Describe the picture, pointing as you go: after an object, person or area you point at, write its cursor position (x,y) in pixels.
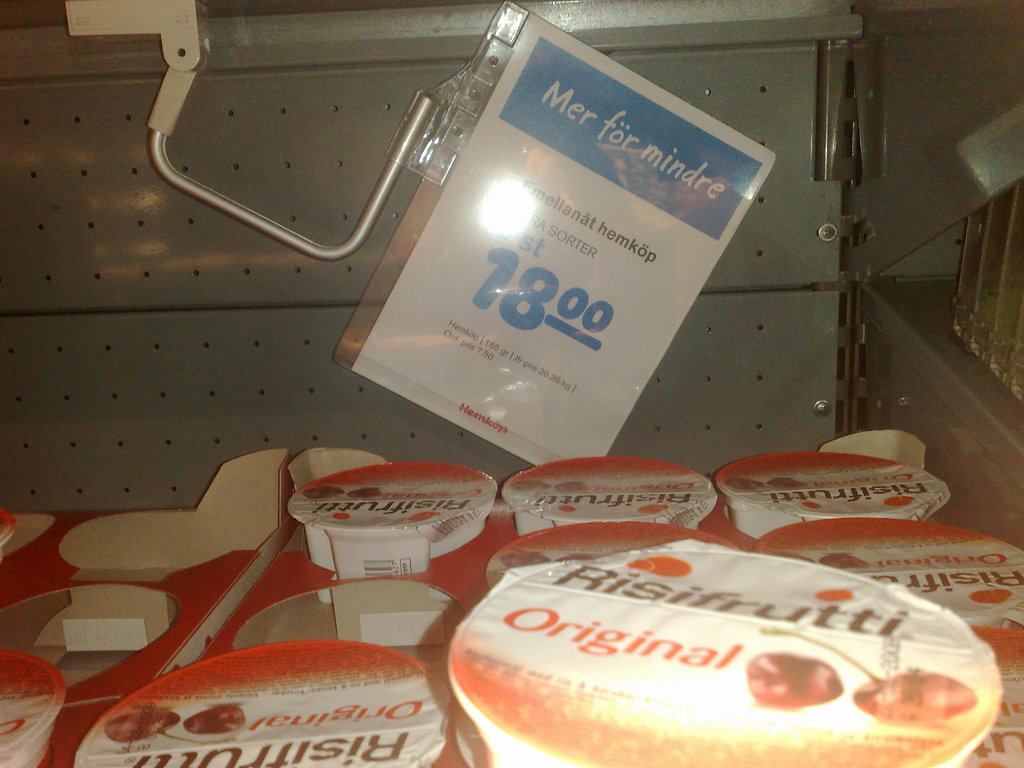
In this image we can see cups (347,648) in the boxes (367,626). On the cups (223,661), we can see the labels (752,562) with text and images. In the background (61,322), we can see a metal object (741,294). On the metal (748,118) we can see a paper (485,285) with text (487,267).
